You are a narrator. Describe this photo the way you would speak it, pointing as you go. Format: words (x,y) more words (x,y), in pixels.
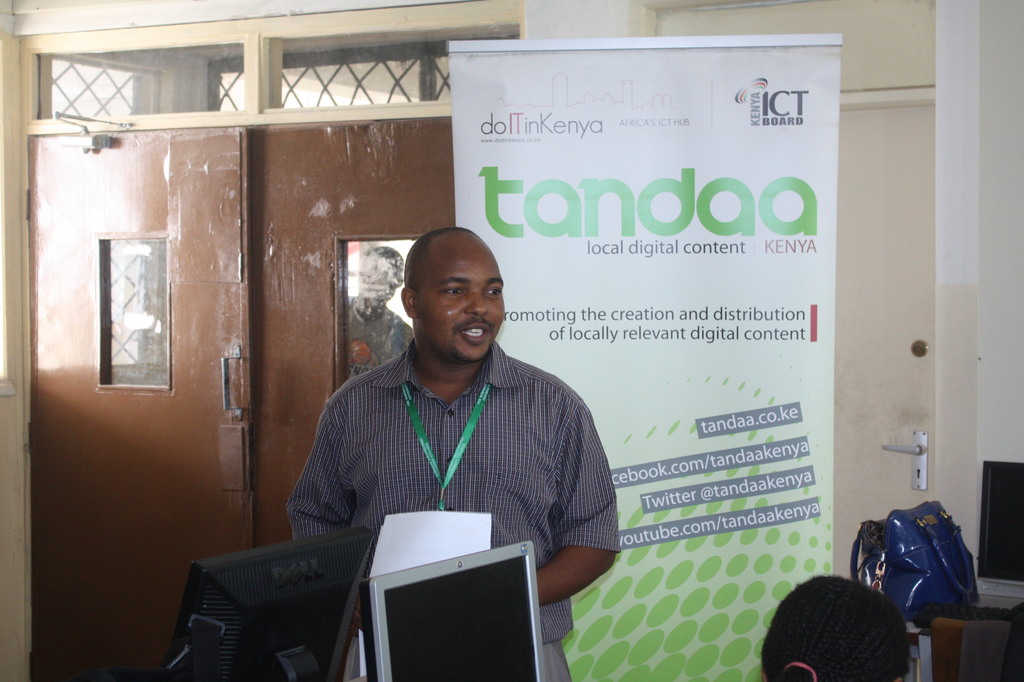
In this picture we can observe a person (432,452) standing wearing a shirt (368,435) and a green color tag (429,457) in his neck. He is smiling. Behind him there is a white and green color poster (652,442). In front of him we can observe two computers (392,586). On the right side (900,576) there is a blue color bag (938,572) placed on the desk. In the background (315,307) there is a brown color door (169,270).
